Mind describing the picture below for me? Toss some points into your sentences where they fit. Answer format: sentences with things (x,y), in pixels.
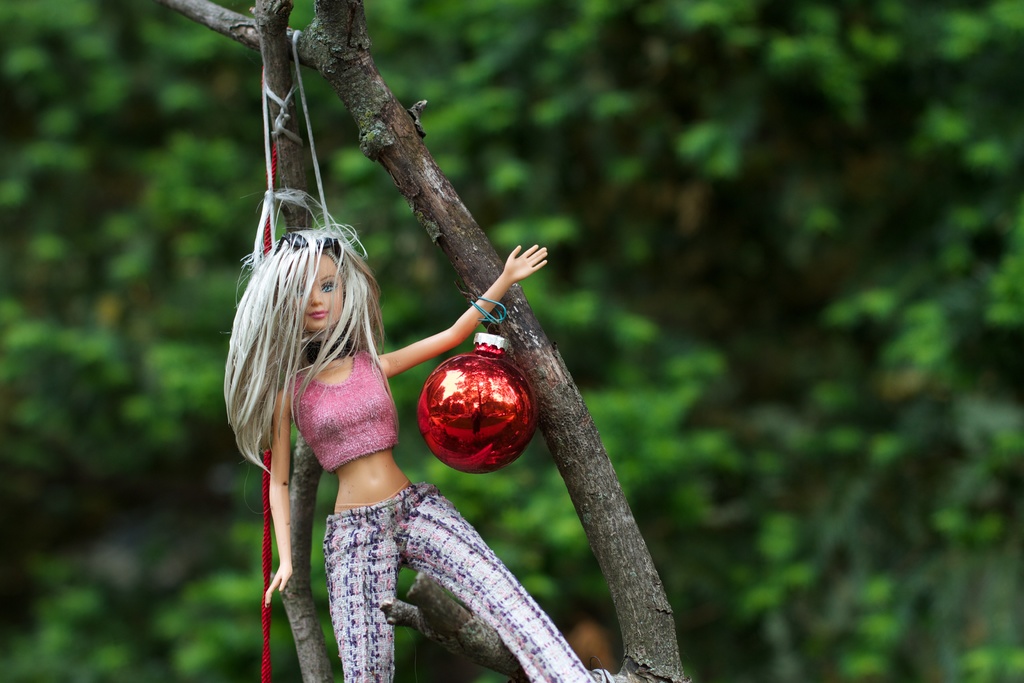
In this picture, we see the doll (330,420) is hanged to the stem (506,331) of the tree (477,257). We see the red color ball (509,405) is also hanged. In the background (657,328), we see the trees (790,398). This picture is blurred in the background (217,445).
